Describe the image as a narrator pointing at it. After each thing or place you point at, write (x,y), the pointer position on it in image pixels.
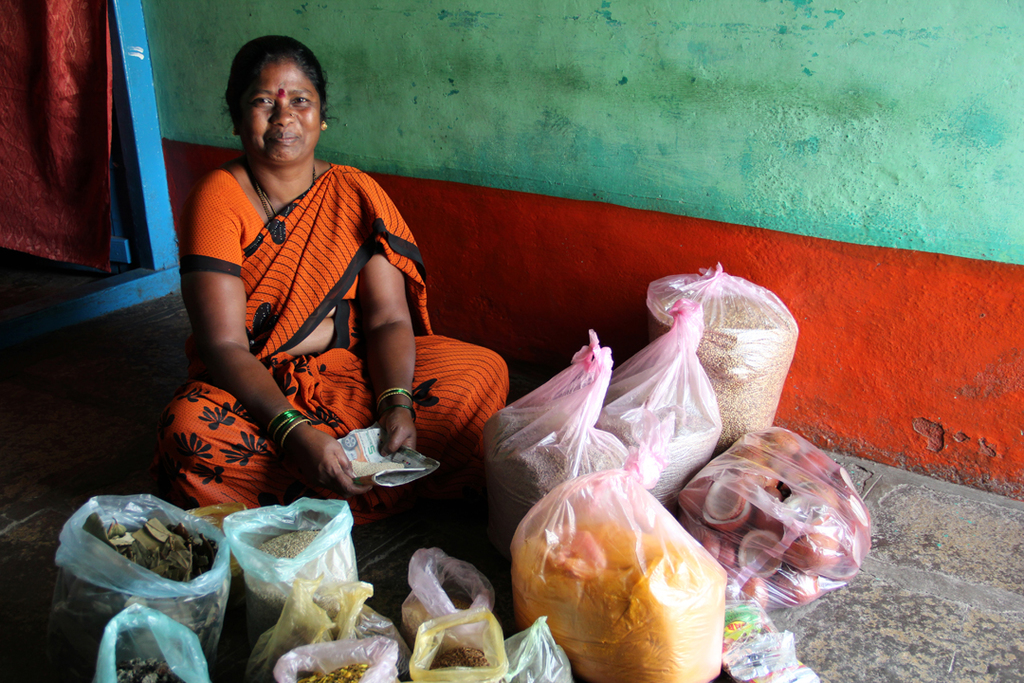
In this image we can see a lady (279,296) is sitting on the floor (102,410). In front of her so many things (541,568) are present. Behind green and orange color wall (548,155) is there and blue color door (168,254) is present with curtain (46,150).
